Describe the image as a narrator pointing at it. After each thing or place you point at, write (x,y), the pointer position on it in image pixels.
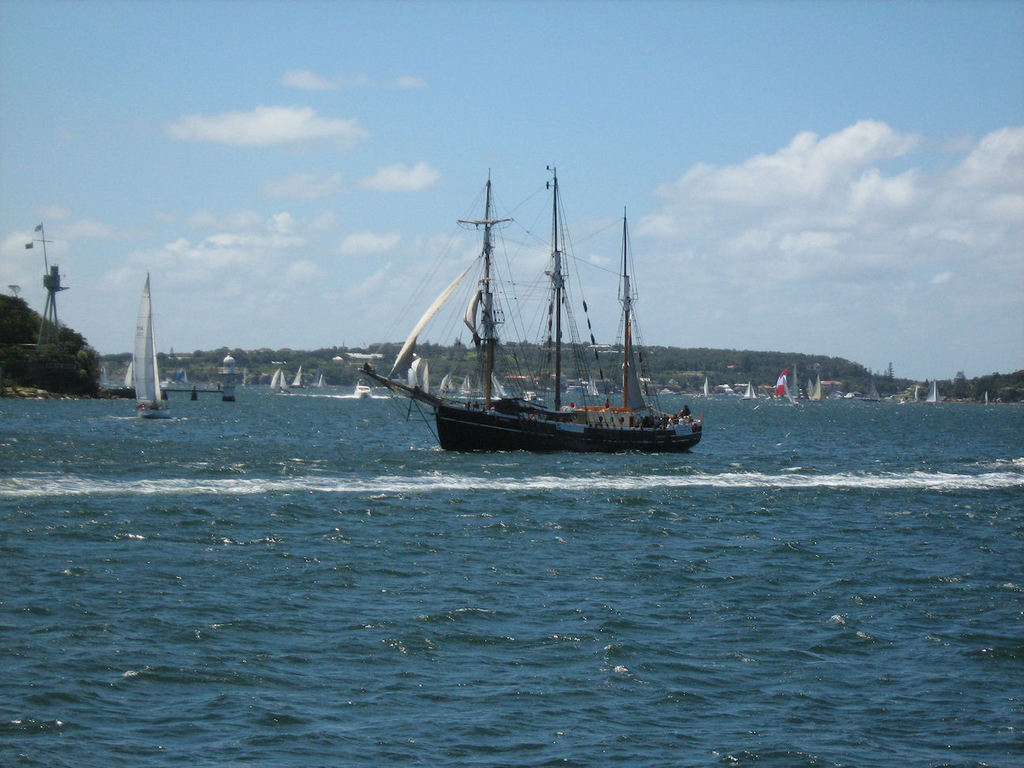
This picture is clicked outside the city. In the center (680,444) we can see the sailboat (668,450) in the water body (626,655). In the background (607,98) we can see the sky (774,210), trees (666,376) and metal rods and some other objects (817,386).
